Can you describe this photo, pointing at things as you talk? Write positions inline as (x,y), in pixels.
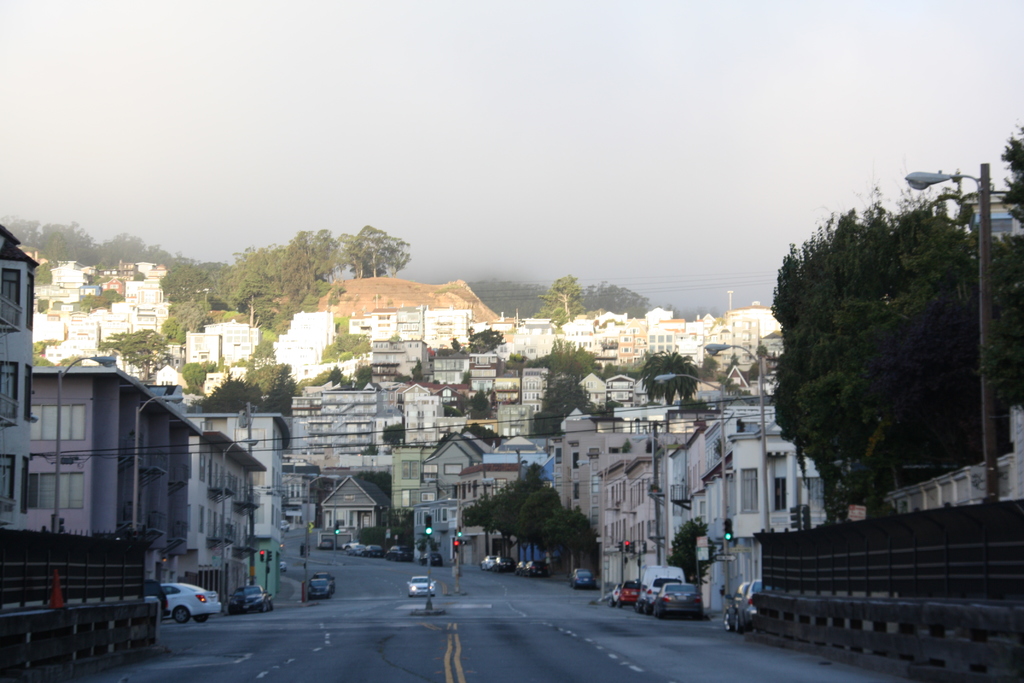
In the center of the image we can see a road (329,633) and there are cars (525,562) on the road (357,604). On the left (161,430) there are buildings (157,472) and poles (222,492). In the background (448,409) there are trees (580,391) and sky (804,206). On the right (770,547) we can see a fence (803,627).
